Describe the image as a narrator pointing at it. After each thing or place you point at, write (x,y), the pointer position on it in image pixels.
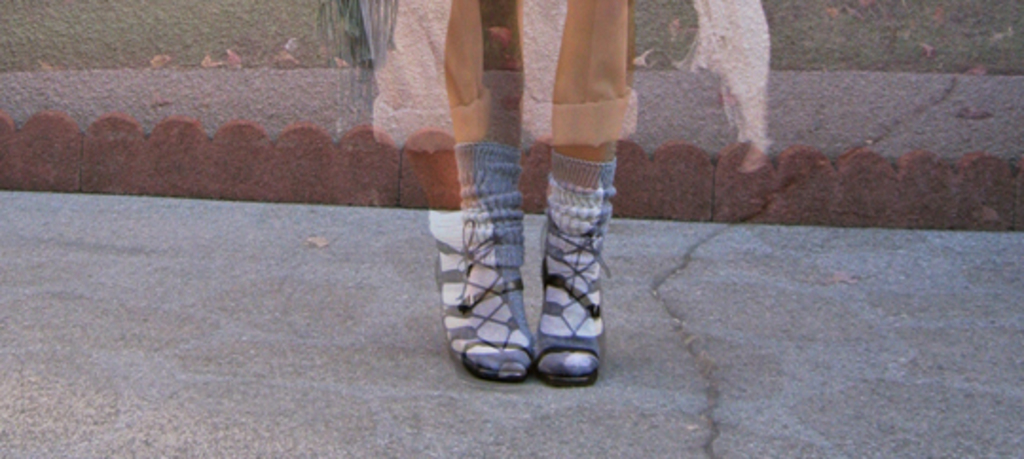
In this image we can see legs (480,209) of a person (511,238). And the image is looking blur.
